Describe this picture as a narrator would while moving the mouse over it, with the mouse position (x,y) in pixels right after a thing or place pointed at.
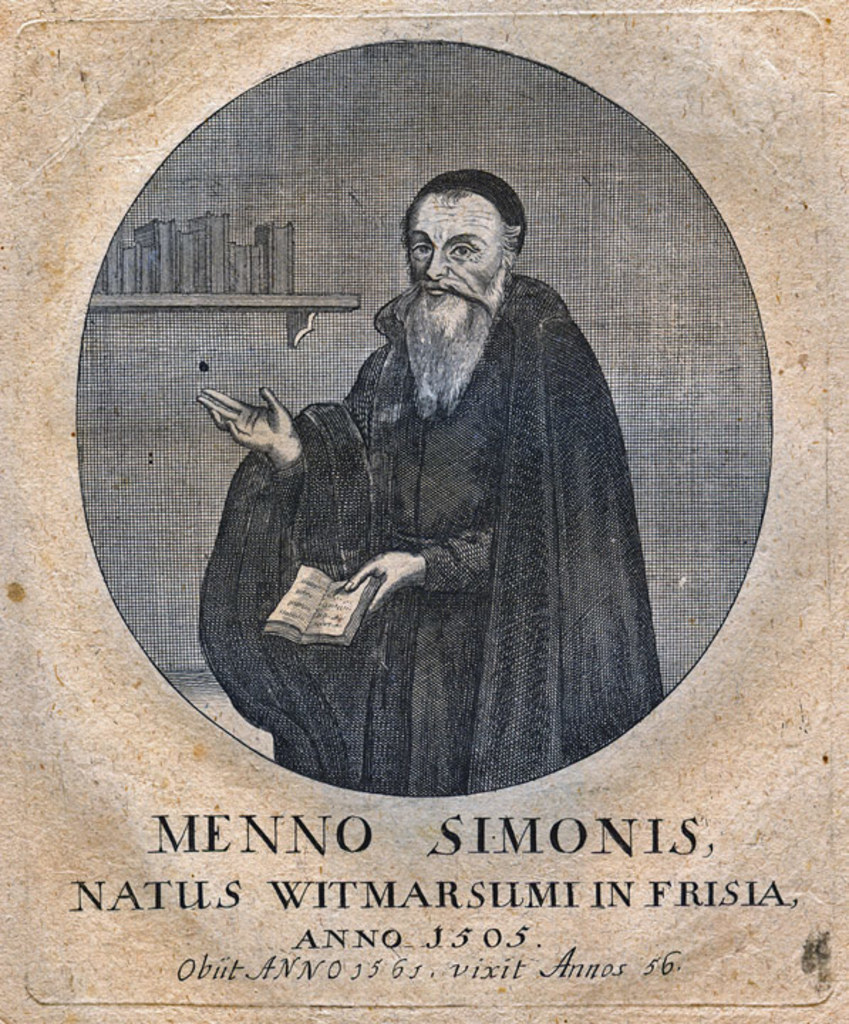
In this image there is a photo (480,569) of a man (483,495), at the bottom (380,898) there is some text (429,906).
